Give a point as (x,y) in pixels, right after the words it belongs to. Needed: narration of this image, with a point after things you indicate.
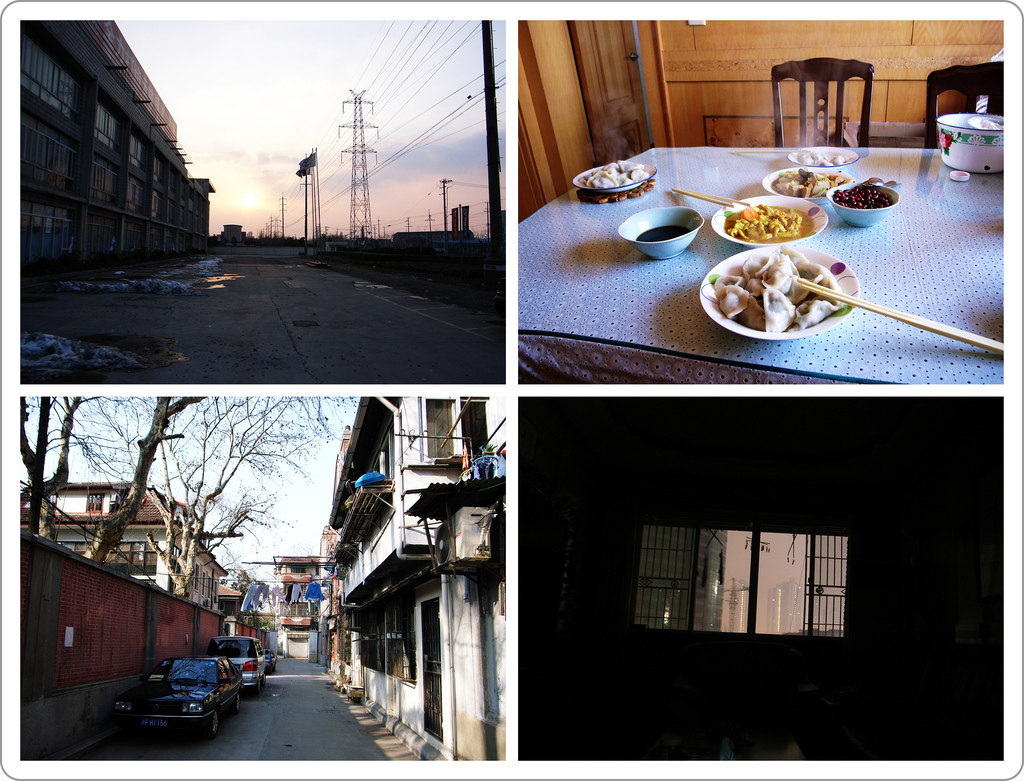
This is an collage picture. In this picture we can able to see a building (80,126) and cables (408,72) with towers (365,219). In this picture we can able to see a food (806,298) on table (863,171) with chopstick (894,316) and bowls (825,259), beside this table (854,239) there is a chair (808,77). In this picture we can able to see a window (778,562) with doors (676,605). In this picture we can able to see a buildings (456,617), vehicles (177,696), fence (147,659) and bare trees (247,454).
